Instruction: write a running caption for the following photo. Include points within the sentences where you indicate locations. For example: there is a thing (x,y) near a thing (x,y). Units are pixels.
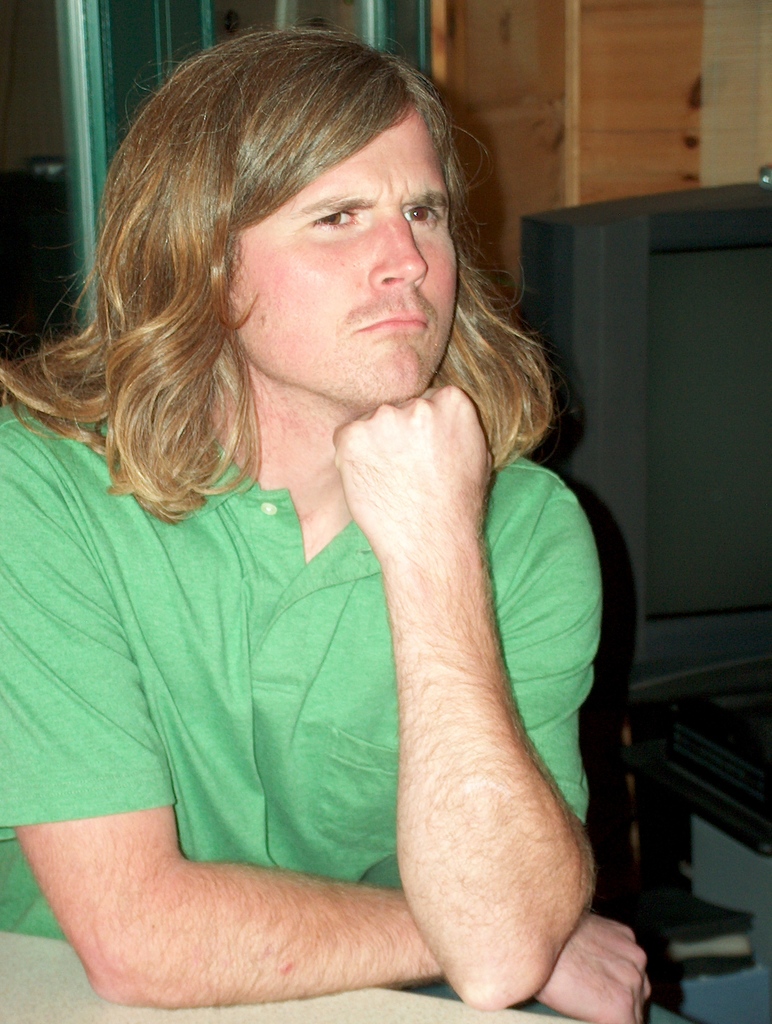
In the image we can see the person (227,619) on the left side of the image (170,655) and the person (201,659) is wearing clothes (206,642). Here we can see the television (722,395) on the right side of the image (680,416) and the wooden wall (633,125).
